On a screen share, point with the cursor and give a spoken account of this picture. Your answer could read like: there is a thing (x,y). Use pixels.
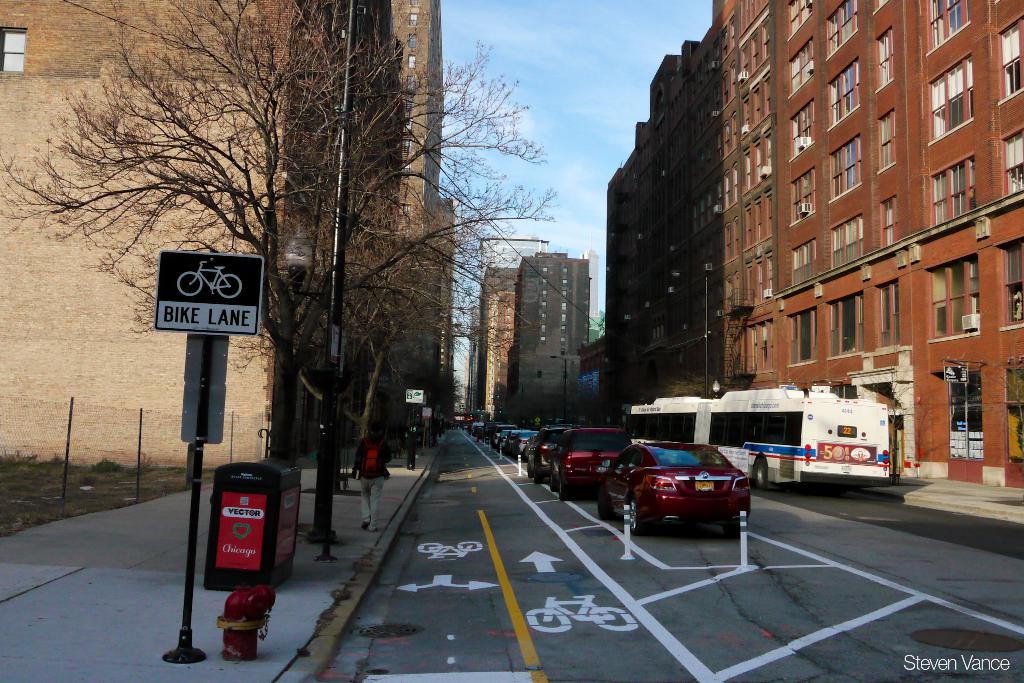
In this image, I can see the cars (518,431) and buses (742,444), which are parked on the road (541,524). Here is a person (373,495) walking. This is a signboard (166,270), which is attached to the pole (186,633). I think this is a fire hydrant (250,609). These are the buildings (418,55) with windows (946,75). I can see a tree (264,219). This is a watermark (967,659) on the image. I think this is a fence (83,461).
